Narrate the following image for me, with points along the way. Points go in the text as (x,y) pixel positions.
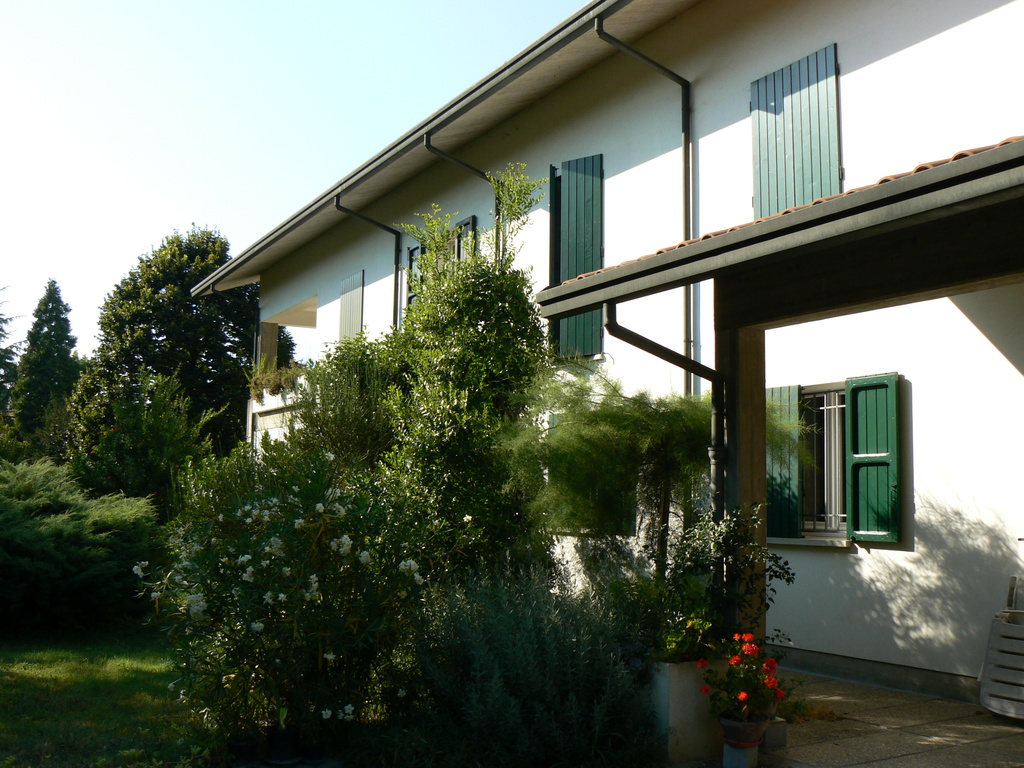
In this image we can see flower pots (659,712), small plants (495,697), house (543,263), trees (235,411), grass (57,715) and the sky (203,125) in the background (185,152).
